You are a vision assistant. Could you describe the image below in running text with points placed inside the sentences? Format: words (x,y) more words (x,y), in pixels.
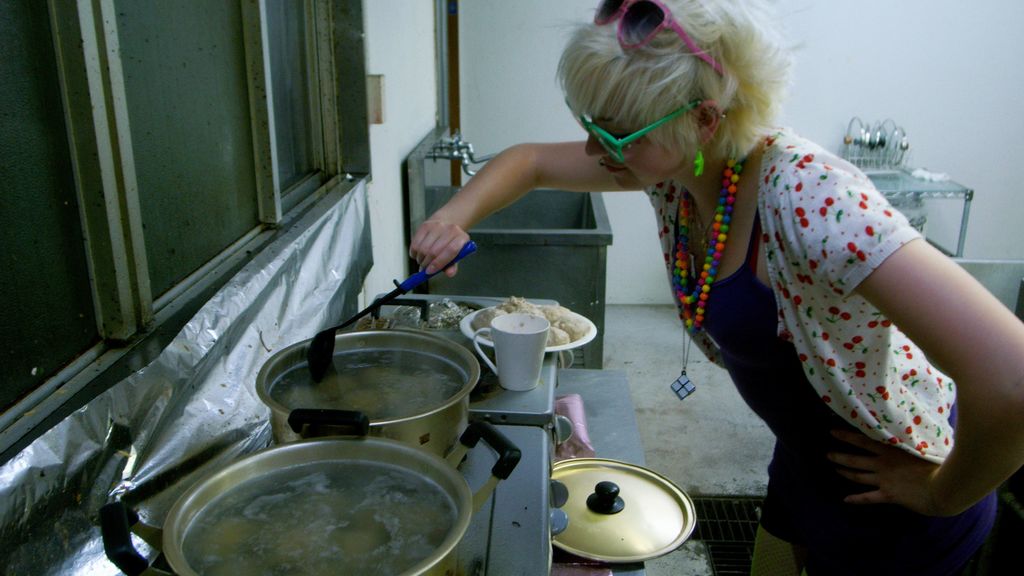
In the image we can see there is a woman (791,206) standing and she is holding spoon (371,300) in her hand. There are utensils (416,471) kept on the gas stove (485,555) and beside there is hand wash sink (567,304). Behind there is spoon stand (900,146) kept on the table (897,187).
